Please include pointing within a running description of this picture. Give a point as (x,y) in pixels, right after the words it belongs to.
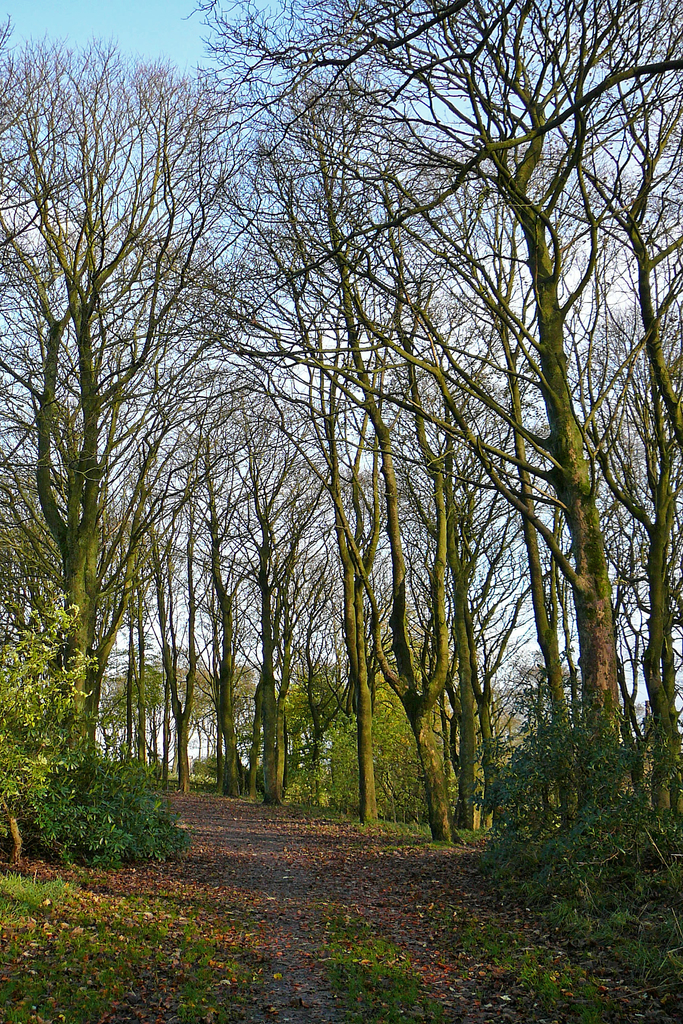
At the bottom of the image (270,867) there on the ground (270,867) there are dry leaves (212,805) and also there is grass (522,939). There are small plants (155,851) and trees (468,782) in the background (369,611). Behind the trees (271,444) there is sky (184,185).
